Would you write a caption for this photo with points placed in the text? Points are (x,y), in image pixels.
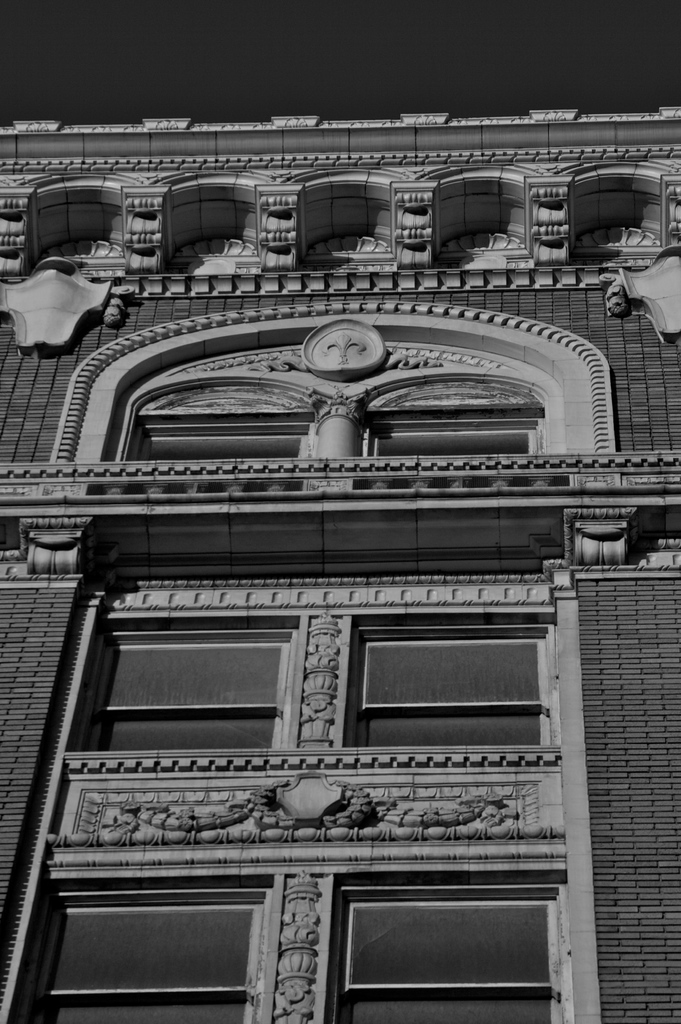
In this image we can see a building (231,453). On the building (188,327) we can see an arch (130,438), sculptures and windows (130,449).
